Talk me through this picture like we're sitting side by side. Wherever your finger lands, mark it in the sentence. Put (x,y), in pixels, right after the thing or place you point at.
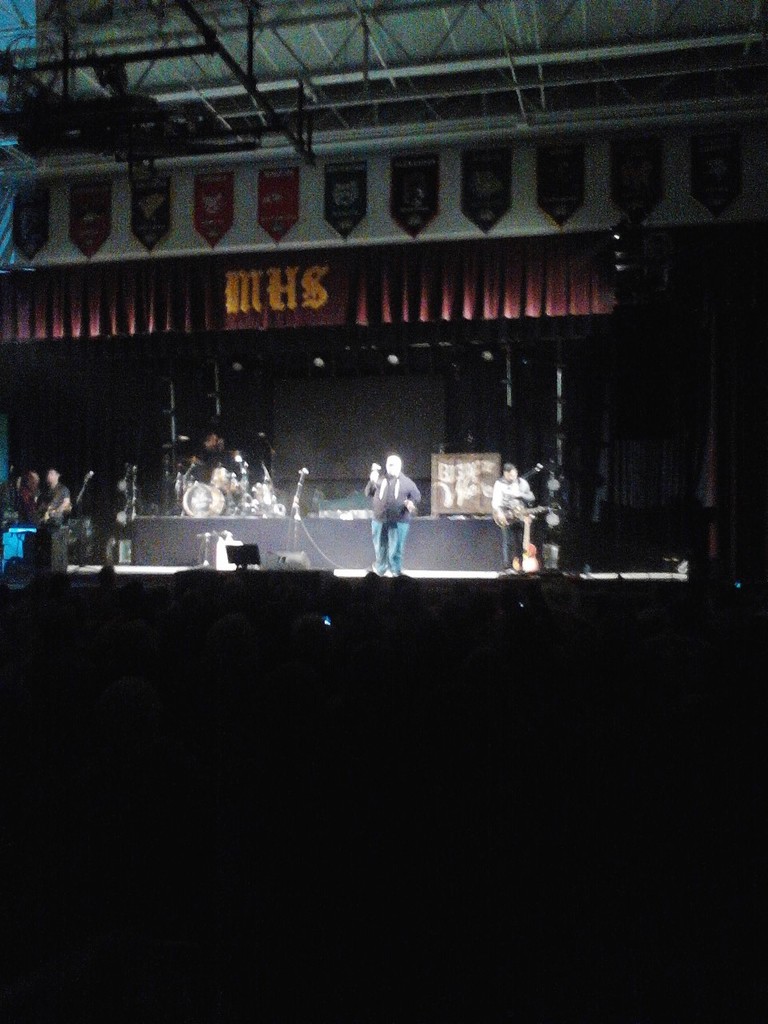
It is dark at the bottom of this image (447,818). We can see some persons (509,499) performing on the stage (277,489) is in the middle of this image (416,521) and there is a roof (191,29) at the top of this image (328,115).
